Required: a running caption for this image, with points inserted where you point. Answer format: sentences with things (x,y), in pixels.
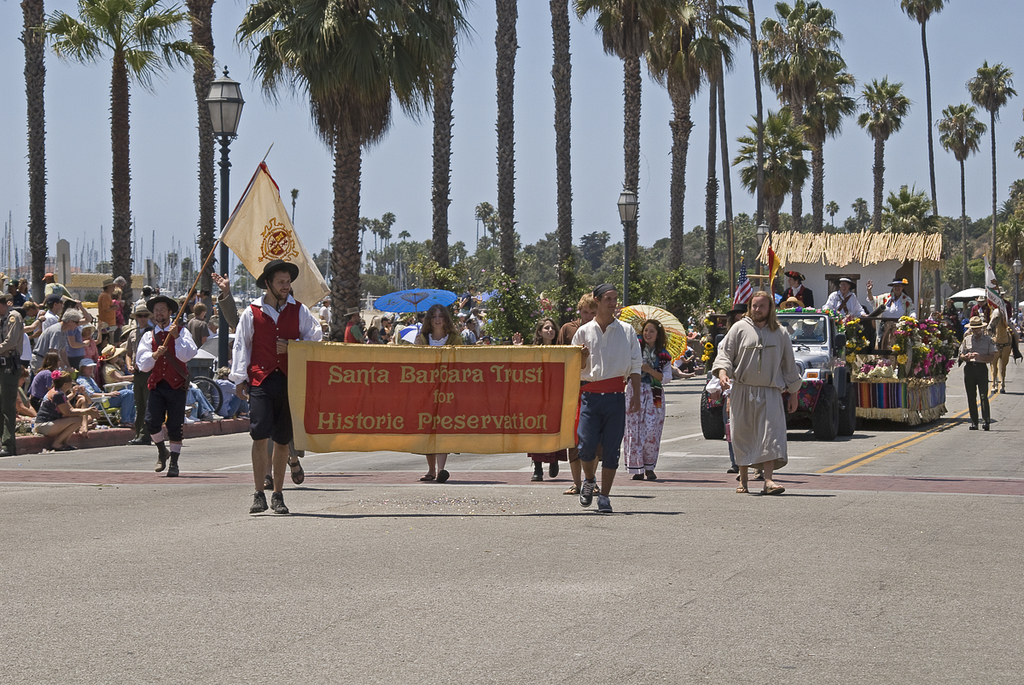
In this image we can see people (982,371), road (275,569), flags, umbrellas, banner (439,411), vehicle (717,419), flowers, poles (228,171), lights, horse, and trees (400,243). In the background (9,18) there is sky (955,93).
